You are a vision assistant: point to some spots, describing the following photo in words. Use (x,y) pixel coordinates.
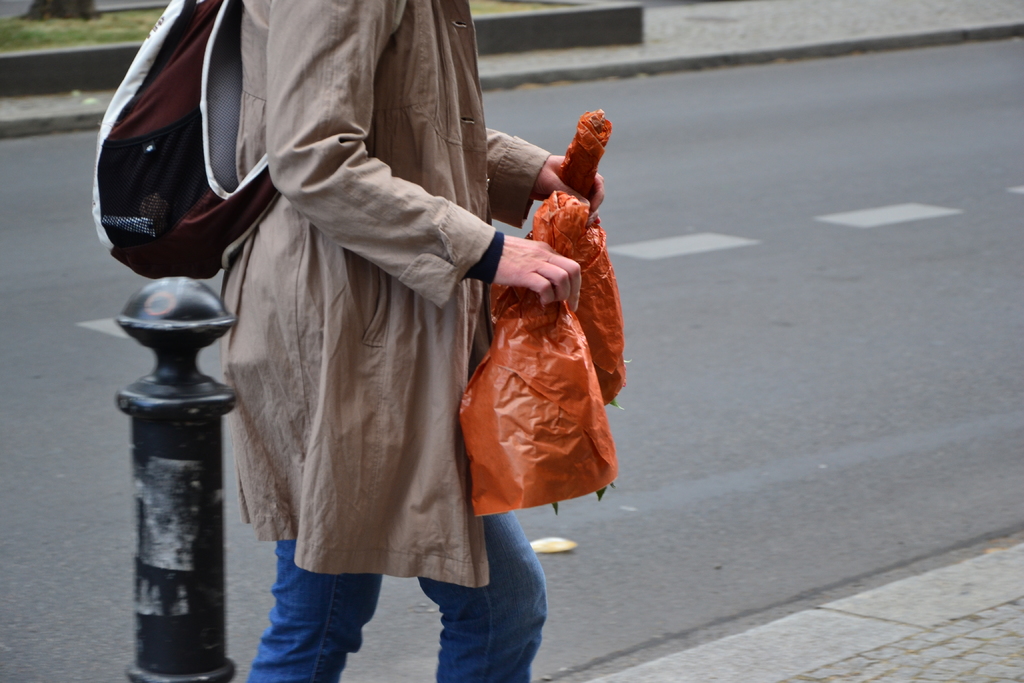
In this image in front (442,436) there is a person (527,557) walking on the road (609,498) by wearing a bag (133,242) and holding some object (501,338). Behind her there is a pole (159,354). On the backside (122,33) there's grass (84,20) on the surface (106,30).
